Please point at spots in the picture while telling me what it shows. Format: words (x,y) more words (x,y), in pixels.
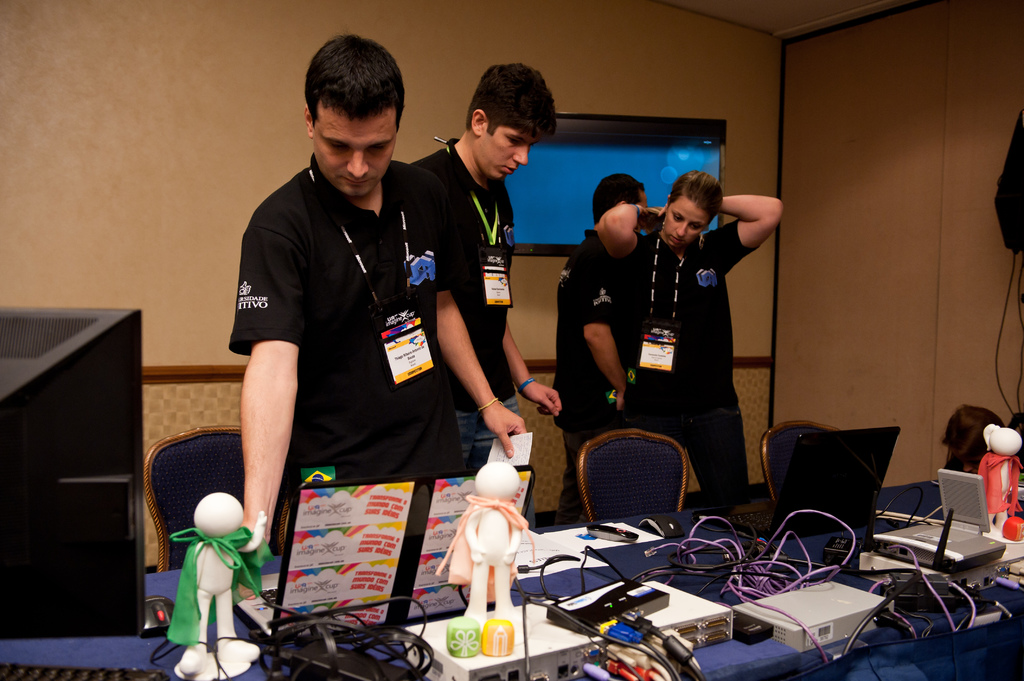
This picture shows few people (673,253) standing and they wore Id cards (421,319) and we see couple of toys (203,549) and few boxes (716,609) and we see a monitor (32,613) and a keyboard (36,669) and a mouse (157,610) on the table (157,594) and we see few chairs (230,464) and a television (556,168) on the wall (780,143). All of them wore black color t-shirts (305,297).
